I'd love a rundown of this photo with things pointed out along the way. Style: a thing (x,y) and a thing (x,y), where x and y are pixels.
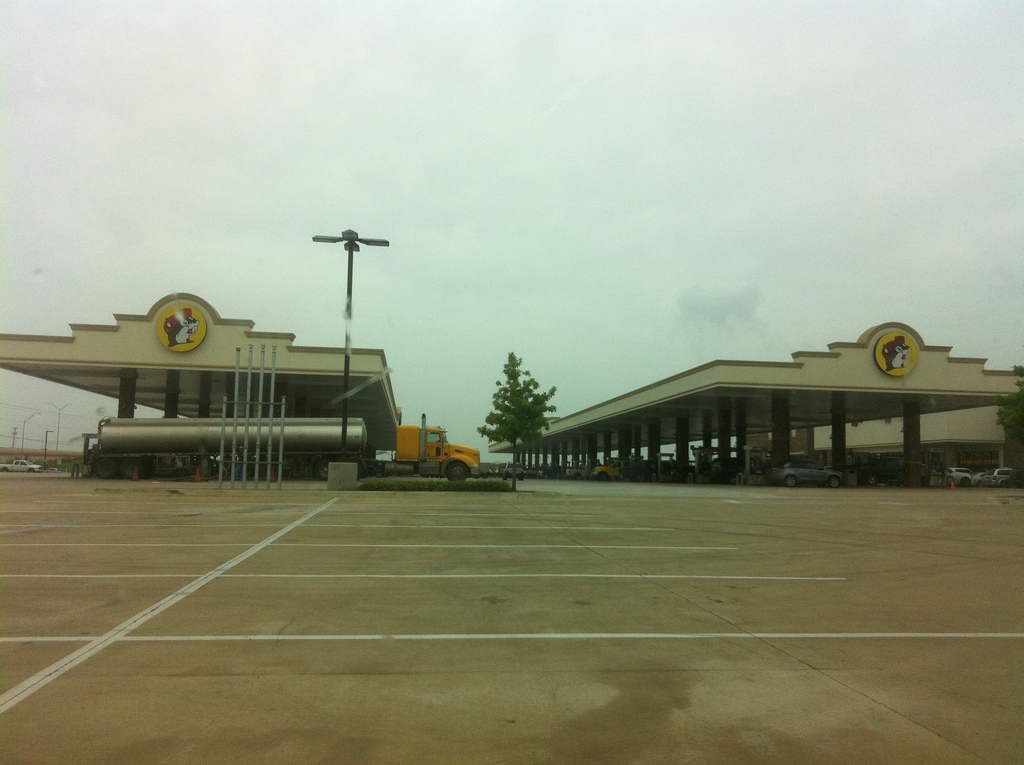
In this image I can see number of pillars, number of poles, two trees (502,394) and number of vehicles (421,445). In the background (774,271) I can see clouds (635,217) and the sky (589,186). In the front (187,505) I can see number of white lines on the ground (495,664).
